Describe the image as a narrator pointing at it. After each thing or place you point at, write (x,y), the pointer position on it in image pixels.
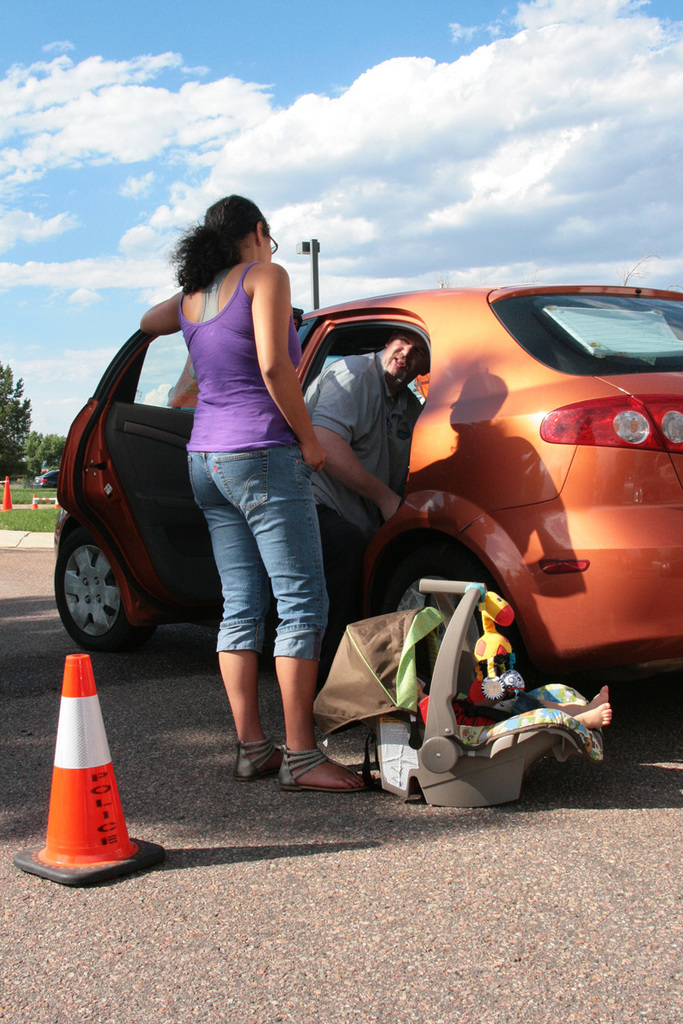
Here I can see a car (641,649) on the road (192,735). To the car (337,325) a door (178,395) is opened. A woman (249,422) and a man (356,522) are standing beside the door (175,451). The woman (275,447) is leaning to that door (131,385). Beside her I can see a basket (438,760) which is placed on the road (494,867). In the background (21,461) there are some trees (23,457) and a vehicle (46,476). At the top of the image (230,62) I can see the sky (295,74) and clouds (405,122).
